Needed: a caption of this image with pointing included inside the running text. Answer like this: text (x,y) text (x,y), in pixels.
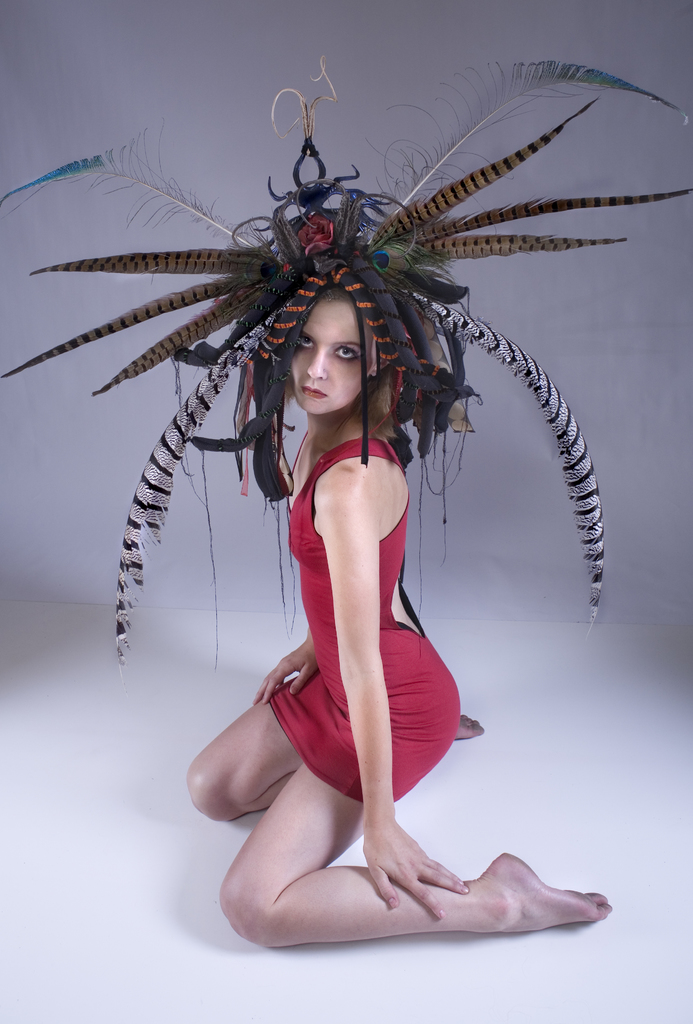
In this image there are some decorations (254,296) on the head (338,275) of the person (387,389) and the wall (230,473).
